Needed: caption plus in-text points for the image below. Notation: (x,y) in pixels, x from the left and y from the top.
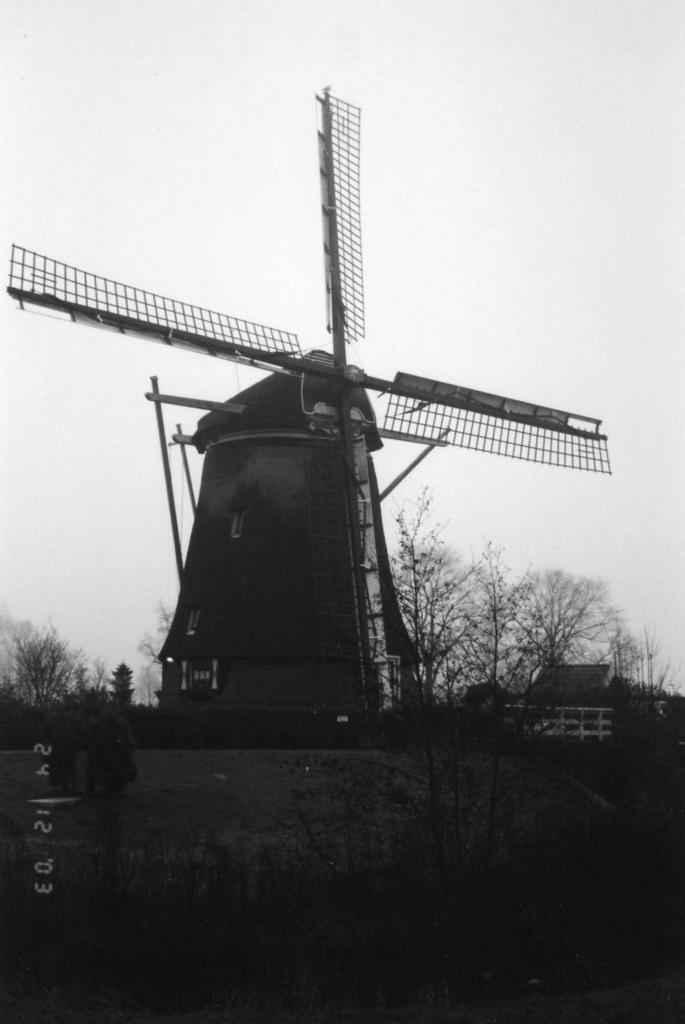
It is a black and white image. In the middle (362,634) there is a windmill (370,511) and there are trees (453,759) at the down side. At the top (216,111) this is the cloudy sky (236,109).
